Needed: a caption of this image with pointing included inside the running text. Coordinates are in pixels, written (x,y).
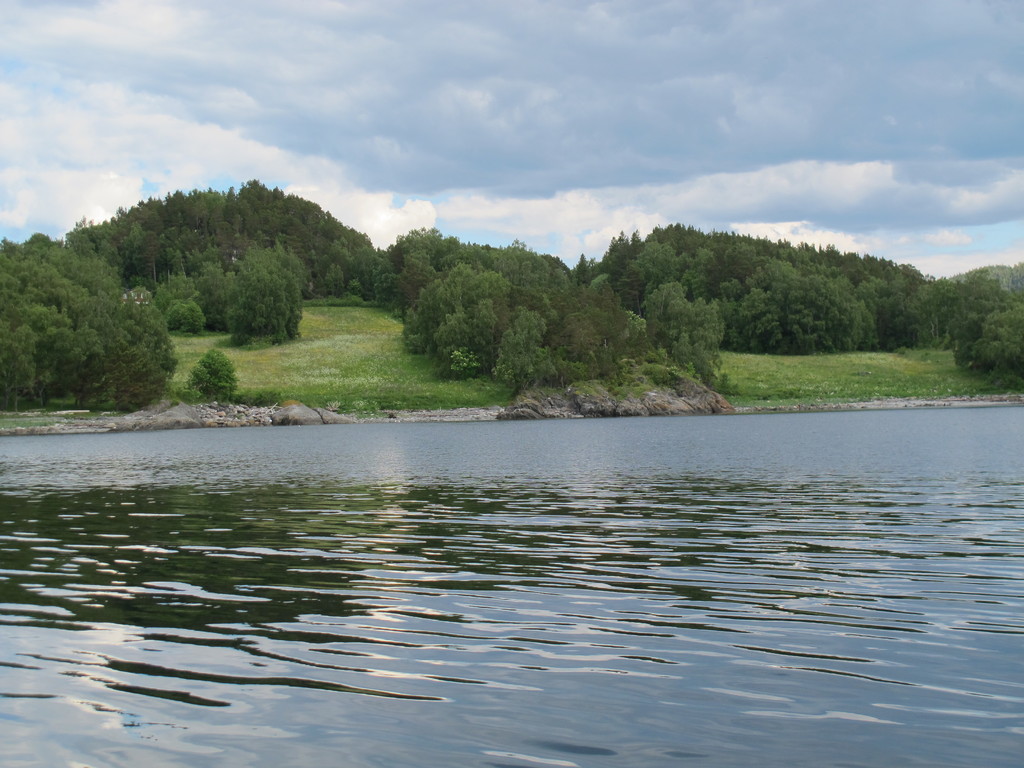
In this image we can see water (639,451). In the back (241,312) there are rocks (764,408) and trees (750,285). On the ground (773,374) there is grass (367,358). In the back (392,78) there is sky (785,66) with clouds (791,134).
